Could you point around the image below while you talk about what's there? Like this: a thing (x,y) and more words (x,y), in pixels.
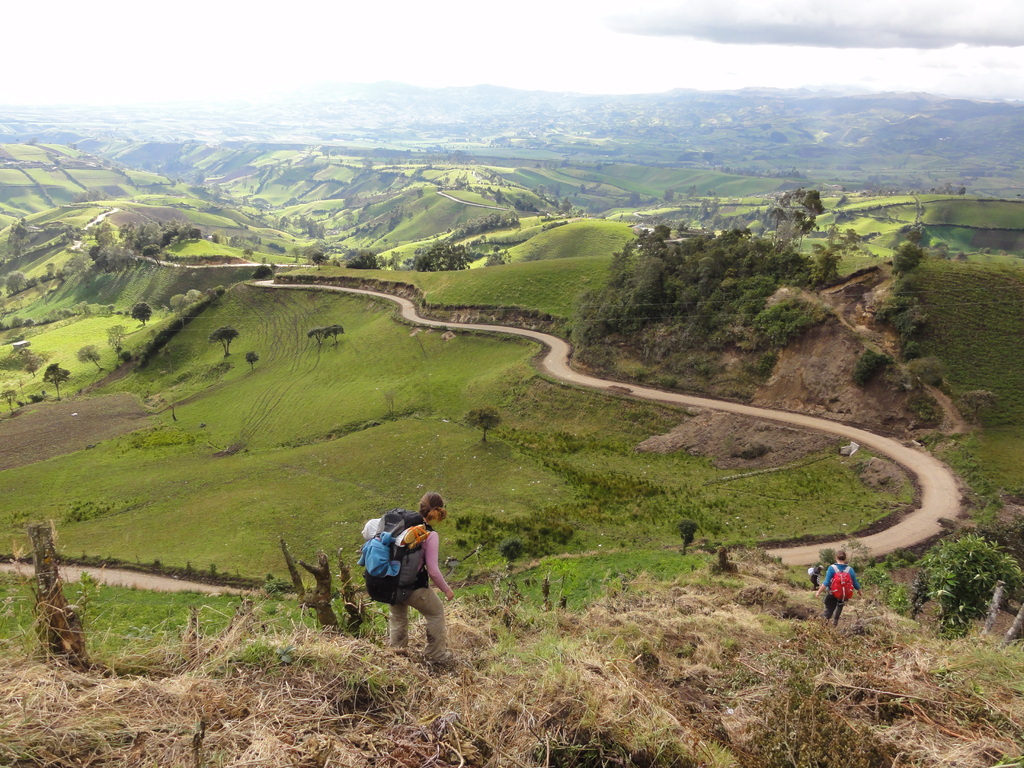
In this picture I can observe some people (437,632) walking. In the background (657,298) there are trees (714,290). I can observe some clouds (837,26) in the sky (442,38).
